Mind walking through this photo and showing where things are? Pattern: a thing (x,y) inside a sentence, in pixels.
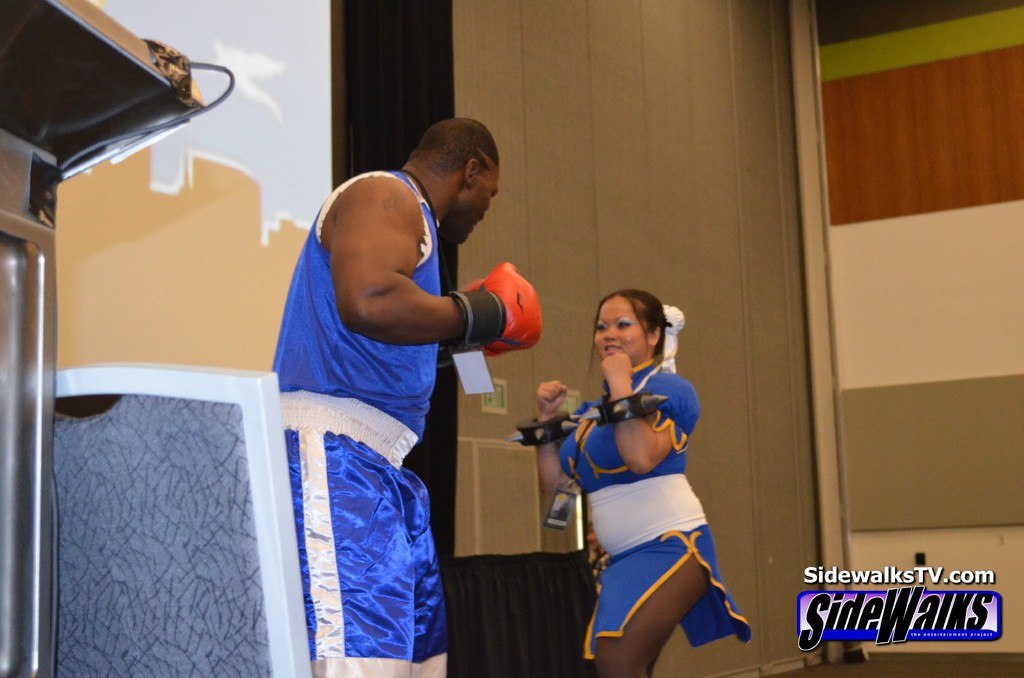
In this picture, we can see a few people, and we can see the wall (941,545) and some objects (21,671) on the left side of the picture (198,626), we can see some text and logo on the bottom right side of the picture (800,648).
